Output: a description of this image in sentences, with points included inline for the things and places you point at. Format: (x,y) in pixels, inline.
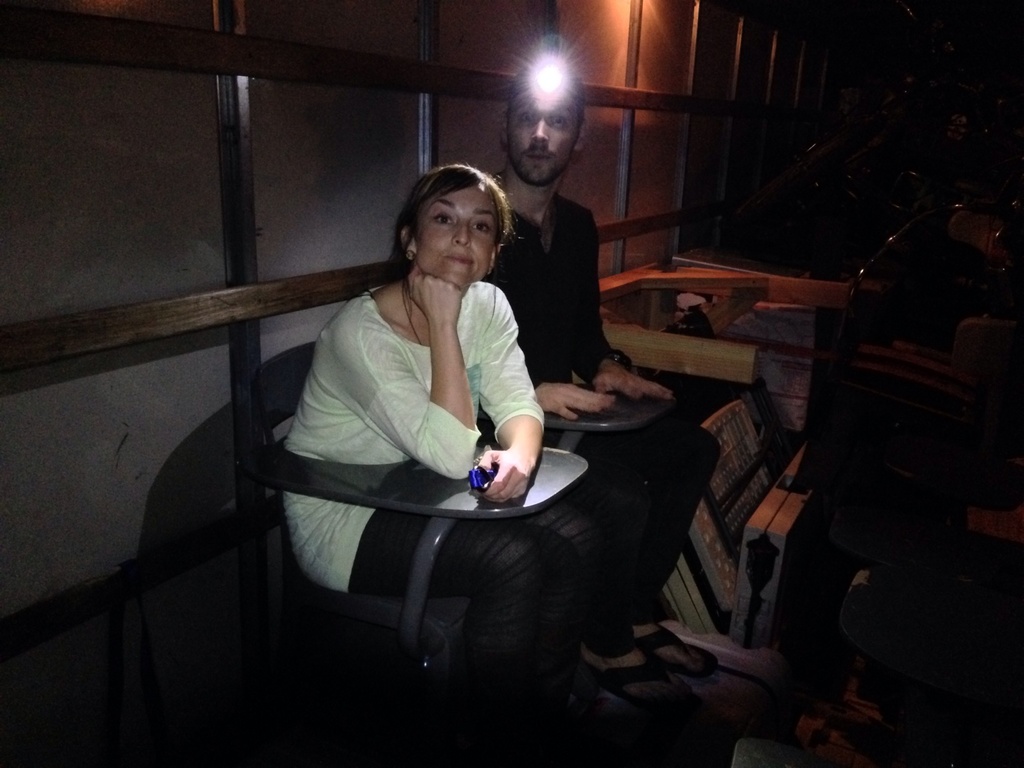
In this image I can see two people (459,334) are sitting on chairs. I can see one of them is wearing black dress (601,344) and one is wearing white. I can also see a light (548,66) over here and I can see this image is little bit in dark from background (905,265).
